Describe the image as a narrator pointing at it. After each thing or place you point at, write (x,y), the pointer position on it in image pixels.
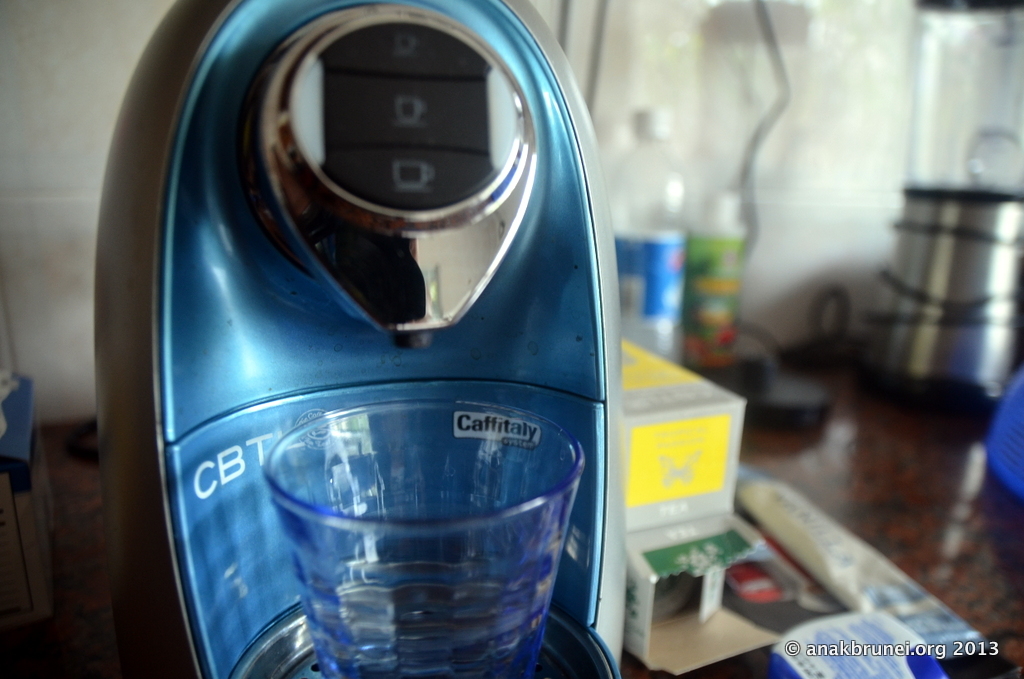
In this image in the foreground (232,380) there is one glass (336,480) and there is some object (276,330), in the background (646,385) there are some boxes (737,448), bottles (652,240), wires (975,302) and some containers (987,308) and a table (898,537). And in the background (123,67) there is a wall (42,243) and some other objects (38,514).
